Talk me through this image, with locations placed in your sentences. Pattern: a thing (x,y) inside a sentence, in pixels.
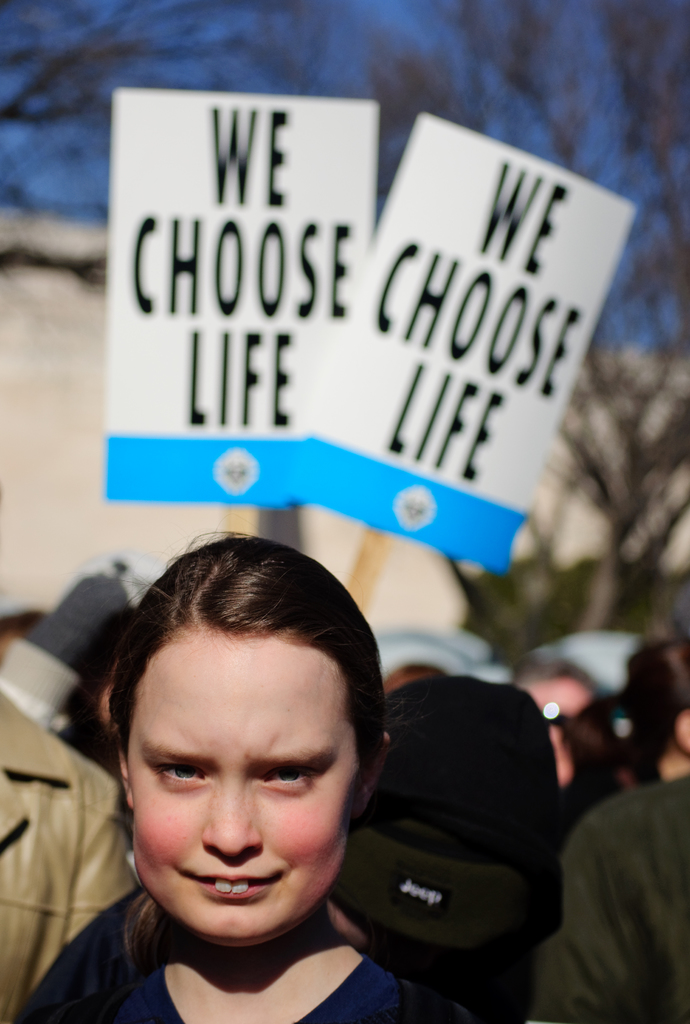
In this image I can see a person (149,646) wearing blue shirt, background (451,501) I can see group of people (458,833) holding few boards (473,435) and the boards (484,515) are in white and blue color, dried trees (687,299) and the sky (579,38) is in blue color.
